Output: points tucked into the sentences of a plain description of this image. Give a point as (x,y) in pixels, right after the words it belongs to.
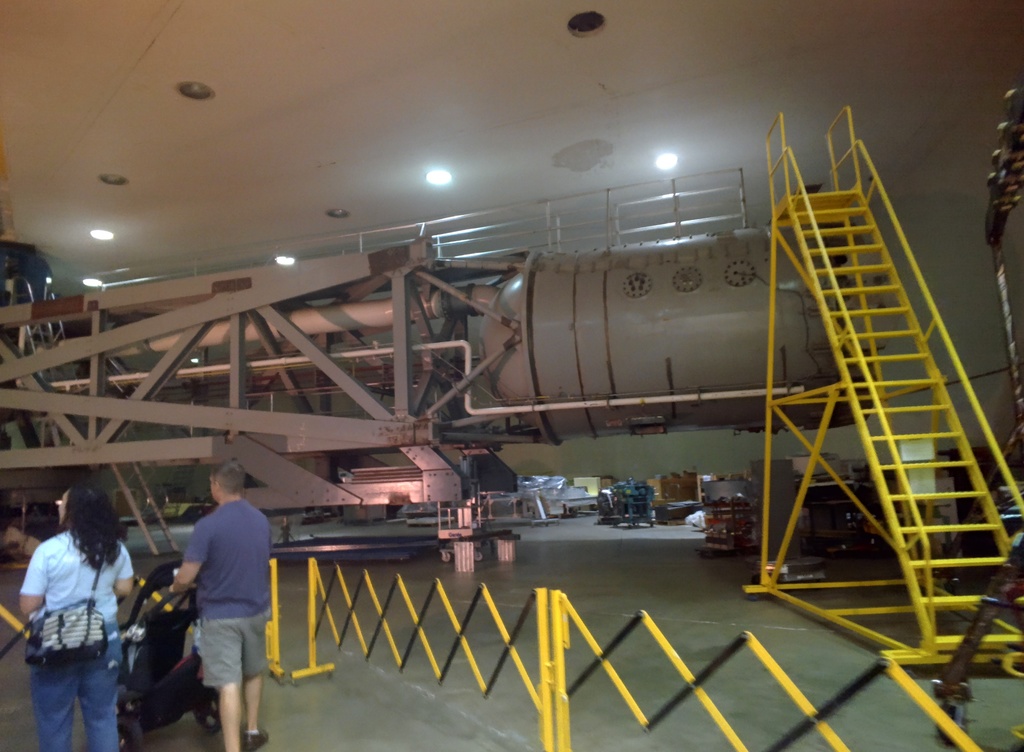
This is an inside view. Here I can see a metal object (546,376) which is looking like a machine (650,321). On the left side (102,395) there are some metal rods (77,358). On the right side (910,413), I can see the stairs (937,566). At the bottom of the image (412,631) there is fencing (15,625). On the left side (222,606), I can see a woman (113,556) and a men (220,572) are walking on the floor (291,732). The man (210,602) is holding a stroller (144,600). At the top (434,175) I can see the lights (446,171).
